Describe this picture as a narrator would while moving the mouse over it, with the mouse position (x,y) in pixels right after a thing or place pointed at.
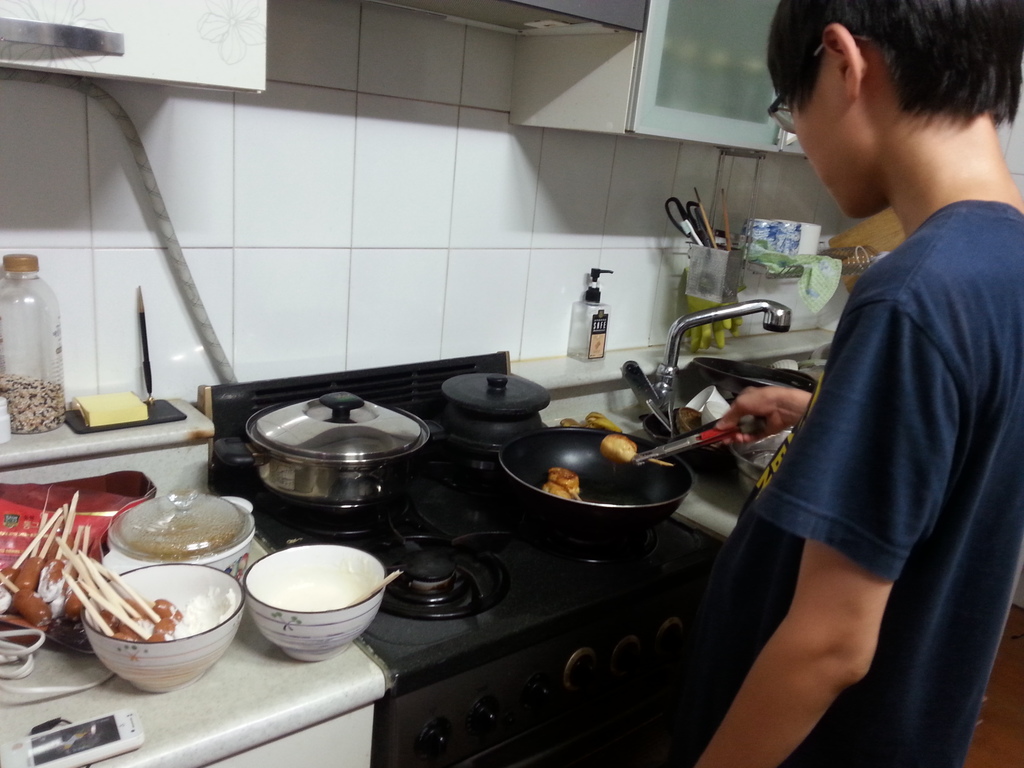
In this image, we can see a boy (892,423) standing and cooking food (577,490), we can see utensils (154,546) on the kitchen platform (60,672), we can see the wall (247,193).
